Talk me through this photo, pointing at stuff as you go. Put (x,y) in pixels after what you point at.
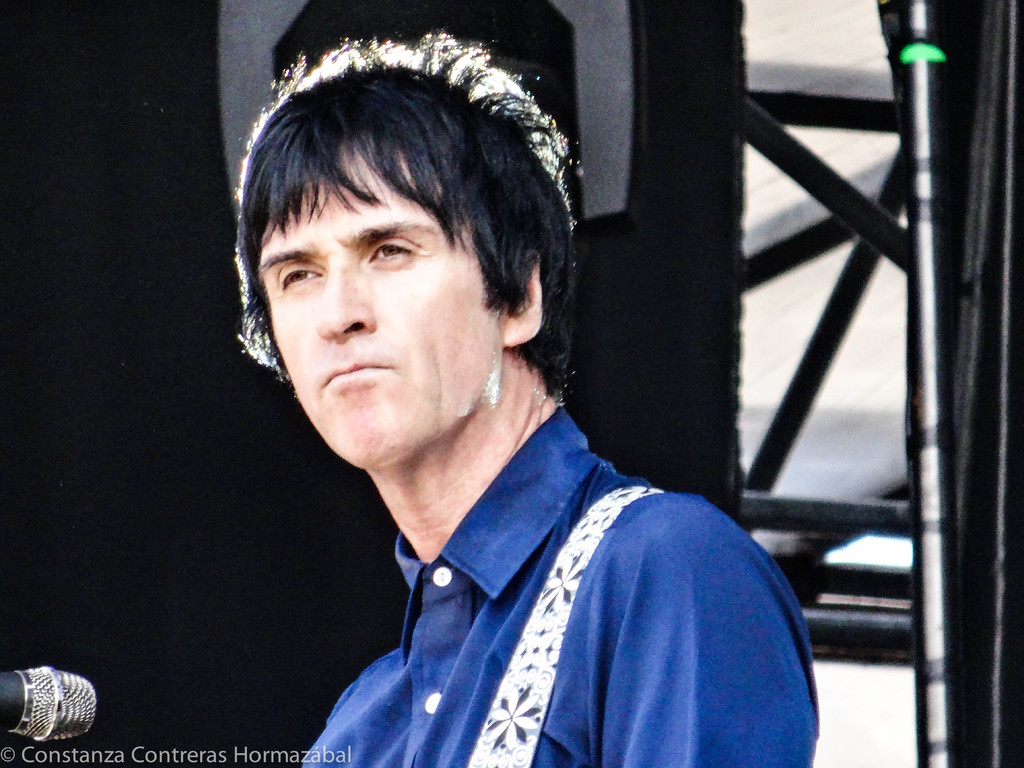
In the picture I can see a person (407,751) wearing the blue color shirt (405,683) is having a mic (78,697) in front of him, which is on the left side of the image (51,714). The background of the image (13,230) is blurred, which is in black color. Here we can see a watermark (187,758) on the bottom left side of the image (181,757).
